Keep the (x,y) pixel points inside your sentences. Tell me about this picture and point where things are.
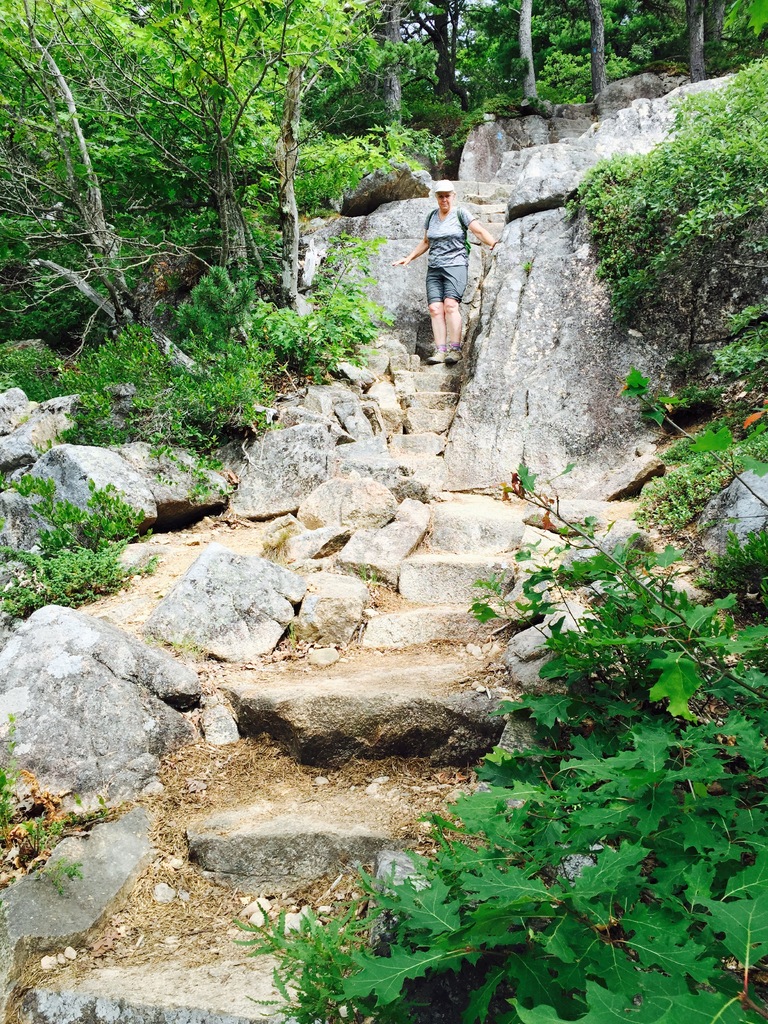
In this image we can see a person (461,261). We can also see the steps (421,389) on the hill (484,399). Image also consists of rocks (301,579), plants (253,348) and also the trees (593,58).
